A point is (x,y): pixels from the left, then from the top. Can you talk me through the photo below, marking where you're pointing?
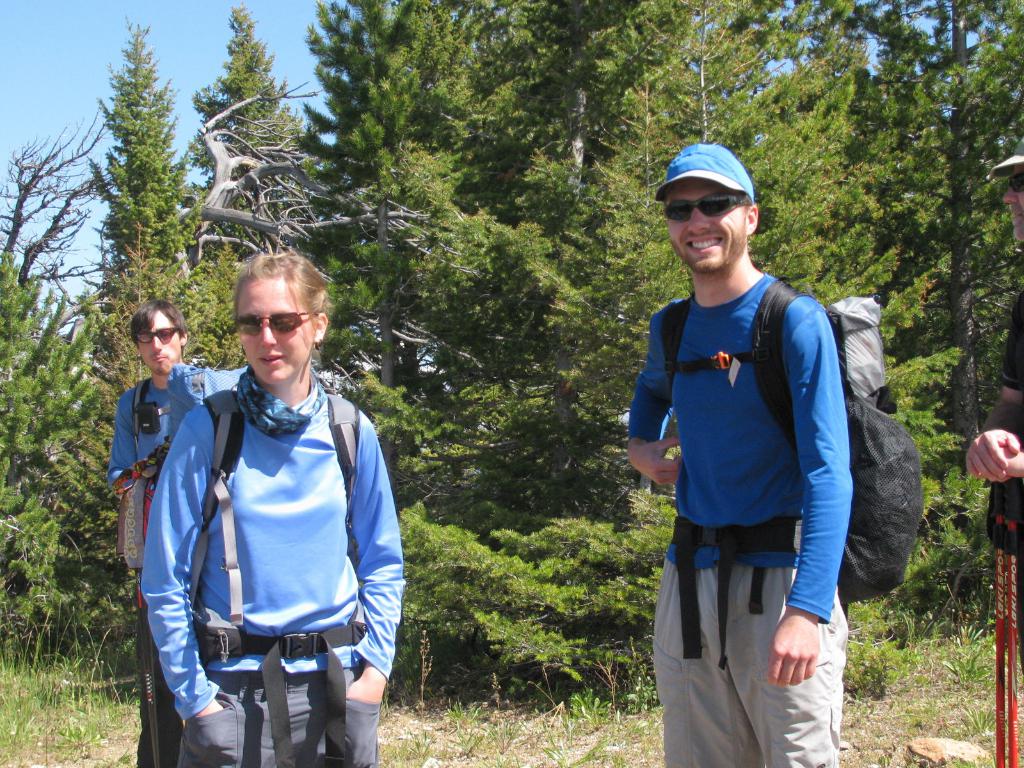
In this image there are a few people (312,470) standing on the surface (544,703), one of them is smiling and the other one is holding some objects (1000,599), in the background (597,373) there are trees (437,195) and the sky (156,38).
